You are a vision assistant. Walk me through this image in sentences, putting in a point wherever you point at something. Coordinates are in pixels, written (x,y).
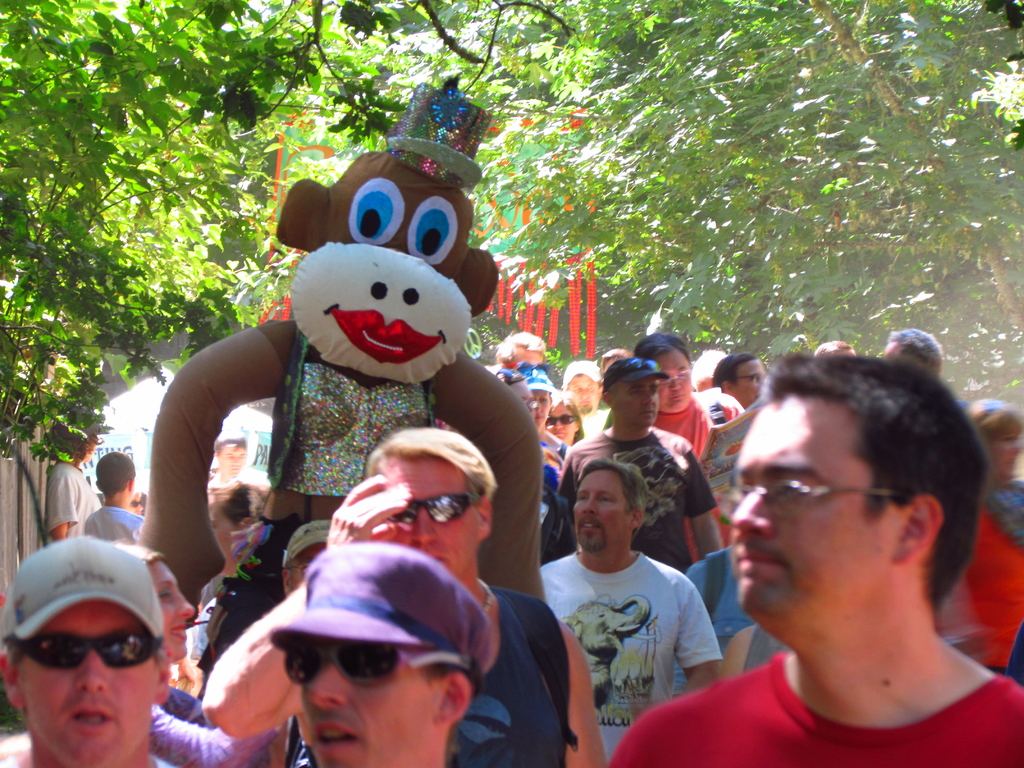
At the bottom of this image (492,590), there are persons (81,469) in different color dresses (979,586). One of them is holding a doll (326,464). In the background (216,262), there are trees (216,7).
